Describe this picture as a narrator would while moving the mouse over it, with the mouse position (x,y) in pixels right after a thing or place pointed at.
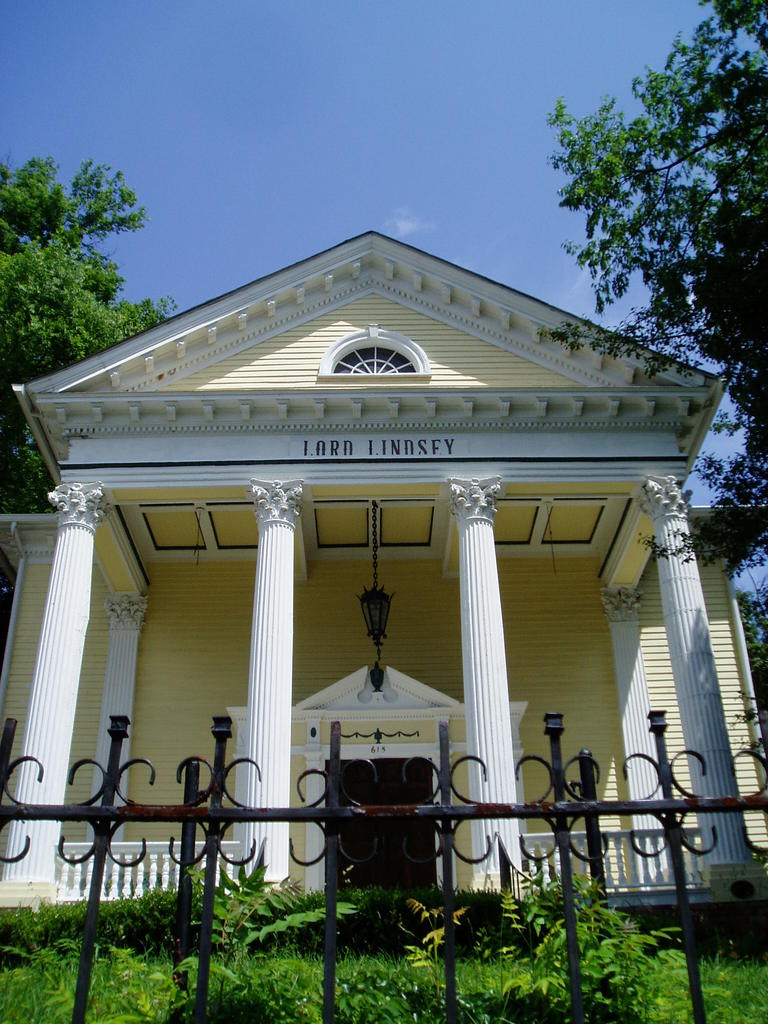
This is the picture of a building (387,317). In this image there is a building (378,273) behind the railing (669,808). At the back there are trees (700,72). There is a text (399,450) and there is a light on the building (430,757). At the top (362,93) there is sky (341,88). At the bottom (428,981) there are plants (547,1017).
